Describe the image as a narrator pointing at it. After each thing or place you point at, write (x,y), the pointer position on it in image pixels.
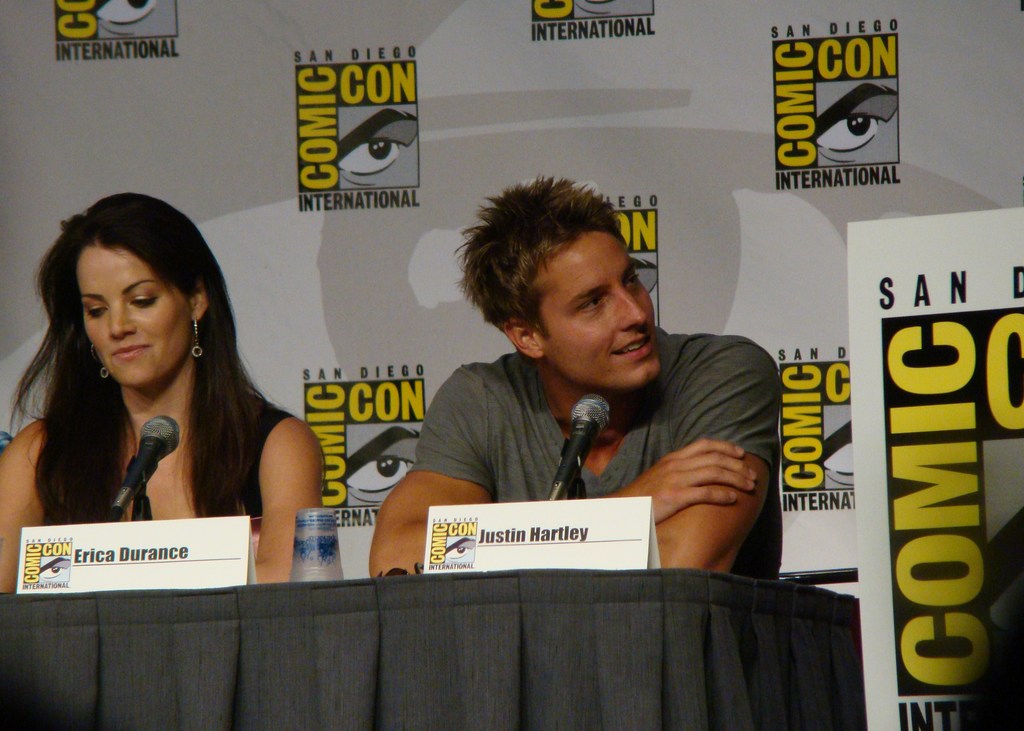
In this picture I can see a table (425,622) in front (176,625), on which there are 2 nameboards (536,547), 2 mics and a white and blue color thing (326,527) and I can see a woman (215,319) and a man (549,449) who are sitting. Behind them I can see the boards (958,292) on which there are words (987,386) written and I can see the depiction pictures (351,111) of eyes (874,120).
